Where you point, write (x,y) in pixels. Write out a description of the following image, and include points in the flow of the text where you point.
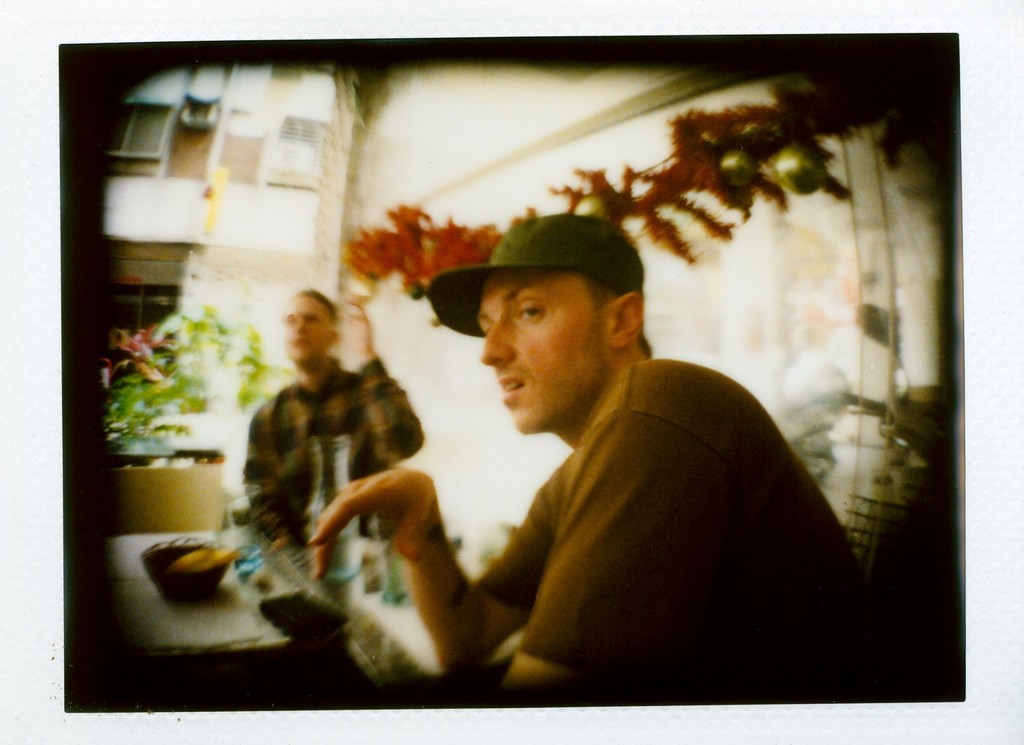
In this image I can see two men (442,538) among them this man (592,446) is wearing a cap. Here I can see a table (243,607). On the table (197,603) I can see some objects (325,616). In the background (246,131) I can see building (254,178) and other objects (166,402).
